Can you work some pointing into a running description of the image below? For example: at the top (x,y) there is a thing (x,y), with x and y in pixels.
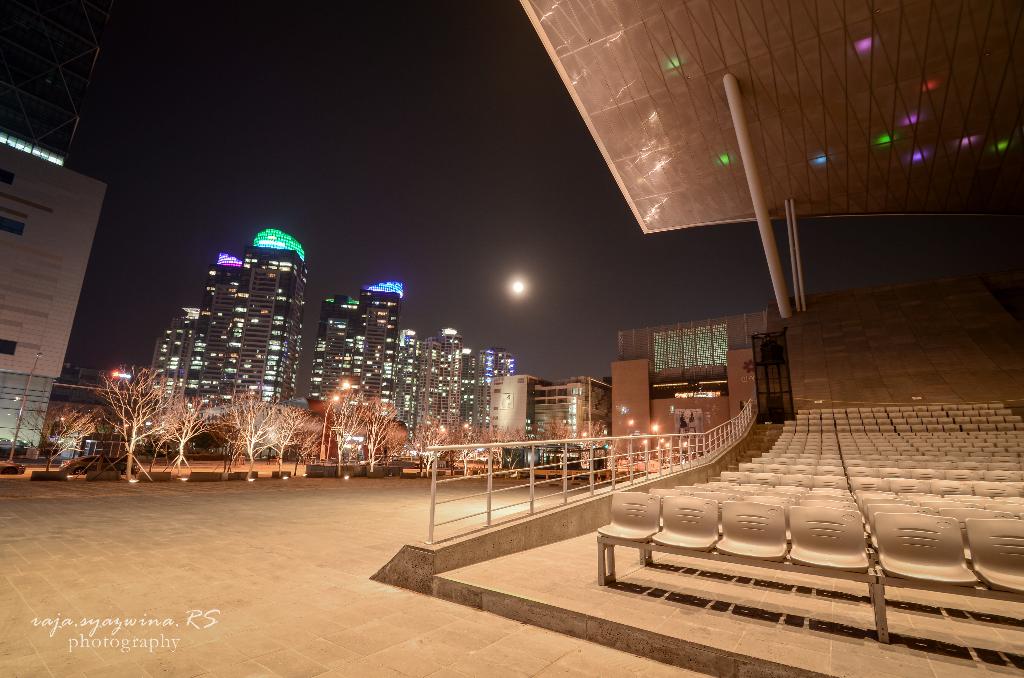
In the image we can see there are many tower buildings (299,352) and trees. Here we can see chairs (617,508), fence (546,497) and pole tent (793,189). Here we can see the moon (519,288) and the dark sky (524,271). Here we can see light poles (14,436), footpath (206,543) and in the bottom left (82,643) we can see water mark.
